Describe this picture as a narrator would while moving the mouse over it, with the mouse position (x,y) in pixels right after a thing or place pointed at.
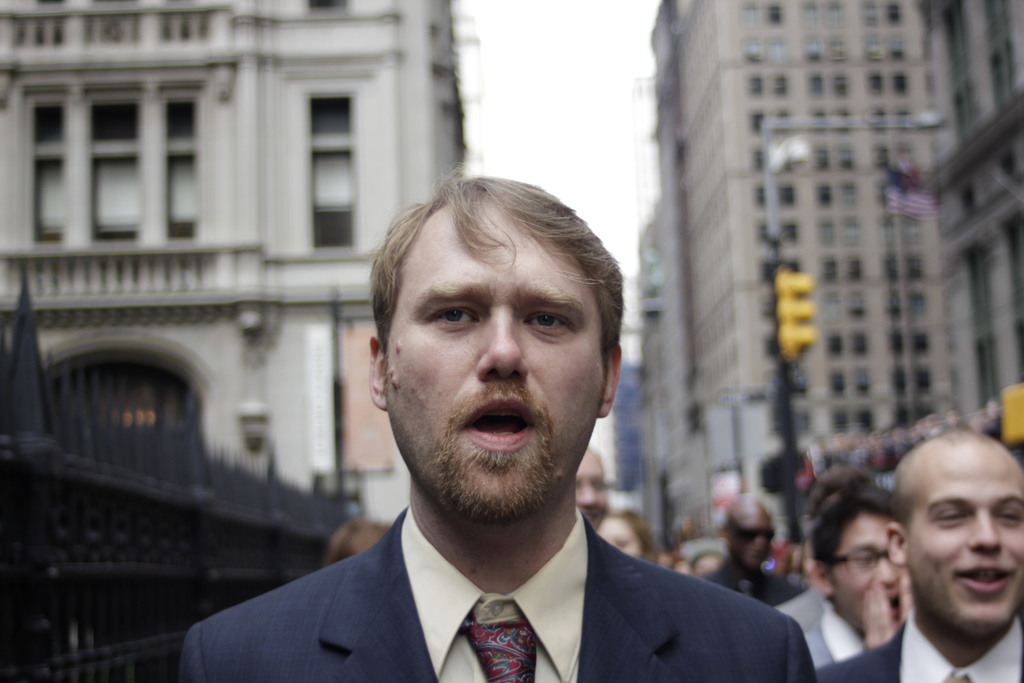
In the center of the image (435,238) we can see a few people (736,607) are standing and one of them has his mouth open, which we can see on his face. In the background (615,38), we can see the sky (584,210), clouds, buildings (211,211), pillars (145,172), fences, banners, one pole (780,395), traffic light (791,327), few people (843,603) are standing and a few other objects (718,445).
